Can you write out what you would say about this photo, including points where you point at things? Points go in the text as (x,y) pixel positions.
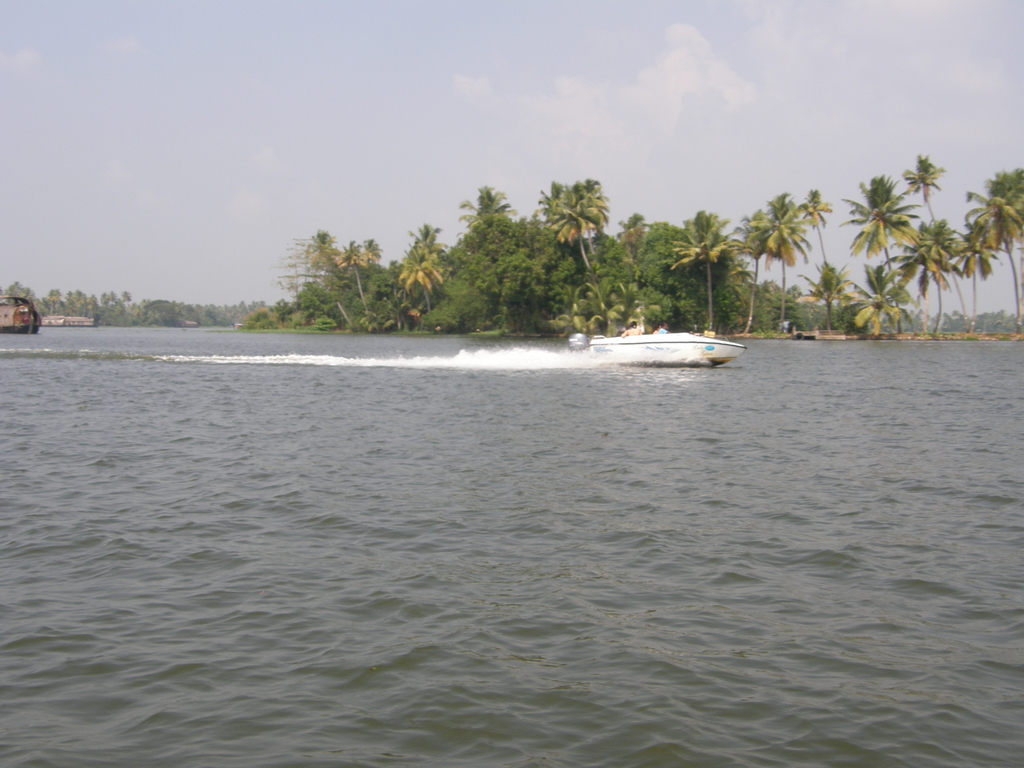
In this image I see the water (326,473) and I see a white color boat (677,340) over here and in the background (341,331) I see the trees (487,263) and the sky (389,21) and I see a brown color thing (0,325) over here.
